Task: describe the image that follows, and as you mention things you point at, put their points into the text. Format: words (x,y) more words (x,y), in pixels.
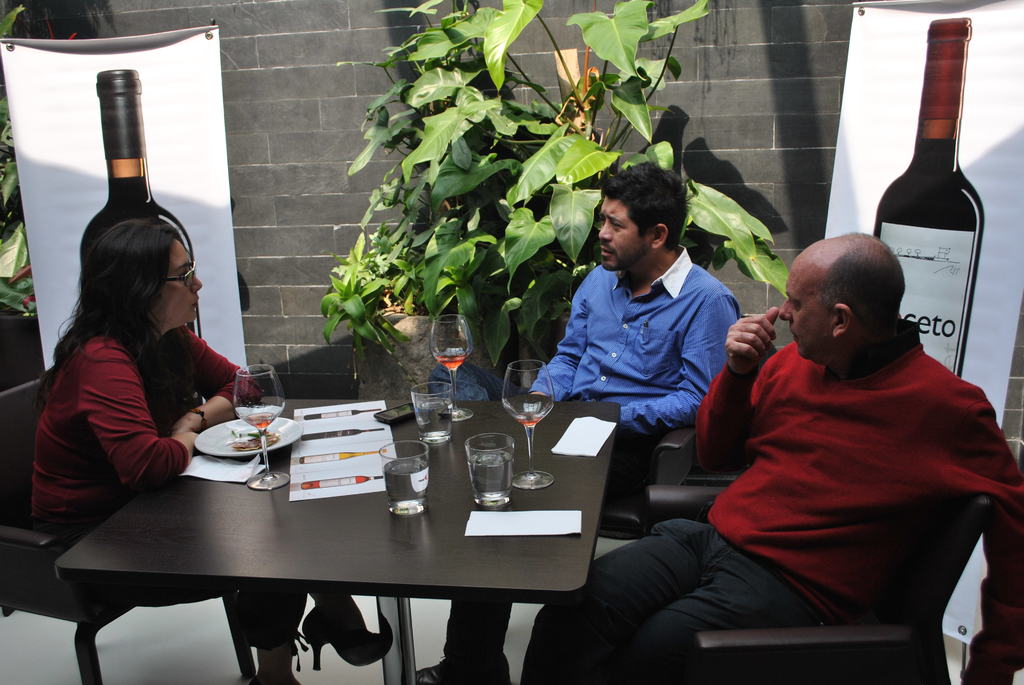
In this image there is a table (568,588) which is in black color on which there are some glasses (421,502) there are some peoples (164,408) sitting on the chairs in the background (787,189) there is a wall (674,82) which is in black color and there are some leaves (529,170) which is in green color and some posters (966,162) on which a bottle (938,264) is there.
